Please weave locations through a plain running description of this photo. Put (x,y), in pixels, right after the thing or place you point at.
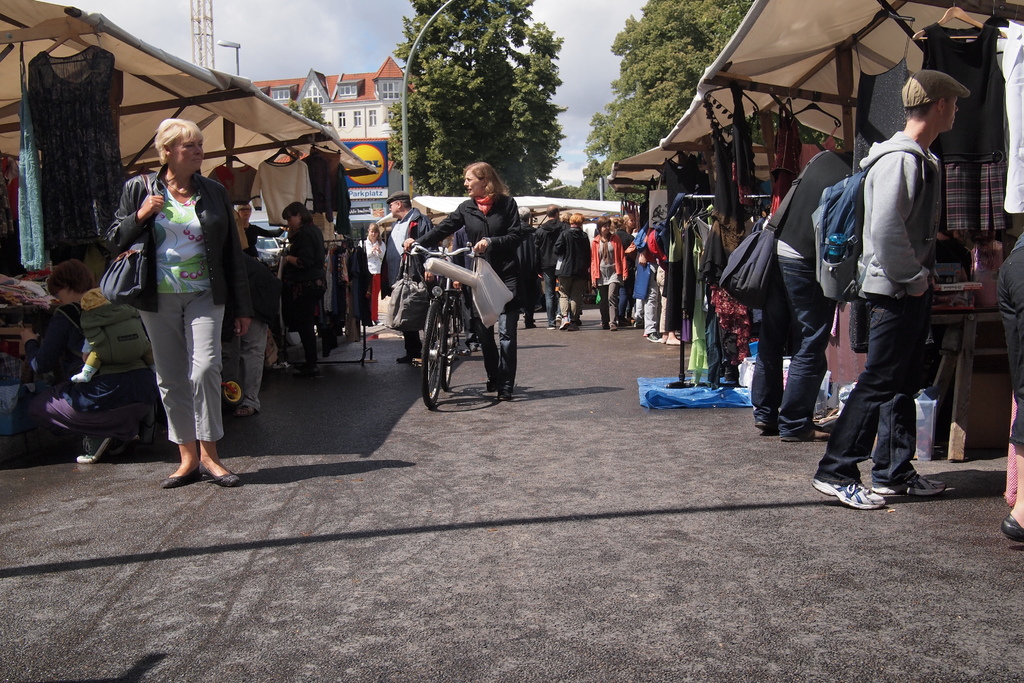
There are some persons (572,272) on the road (930,469). Here we can see a woman (513,283) holding a bicycle (440,367). There are stalls (712,145). In the background (500,92) we can see a building (360,95), hoarding (365,187), poles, trees (501,153), and sky (605,38).
